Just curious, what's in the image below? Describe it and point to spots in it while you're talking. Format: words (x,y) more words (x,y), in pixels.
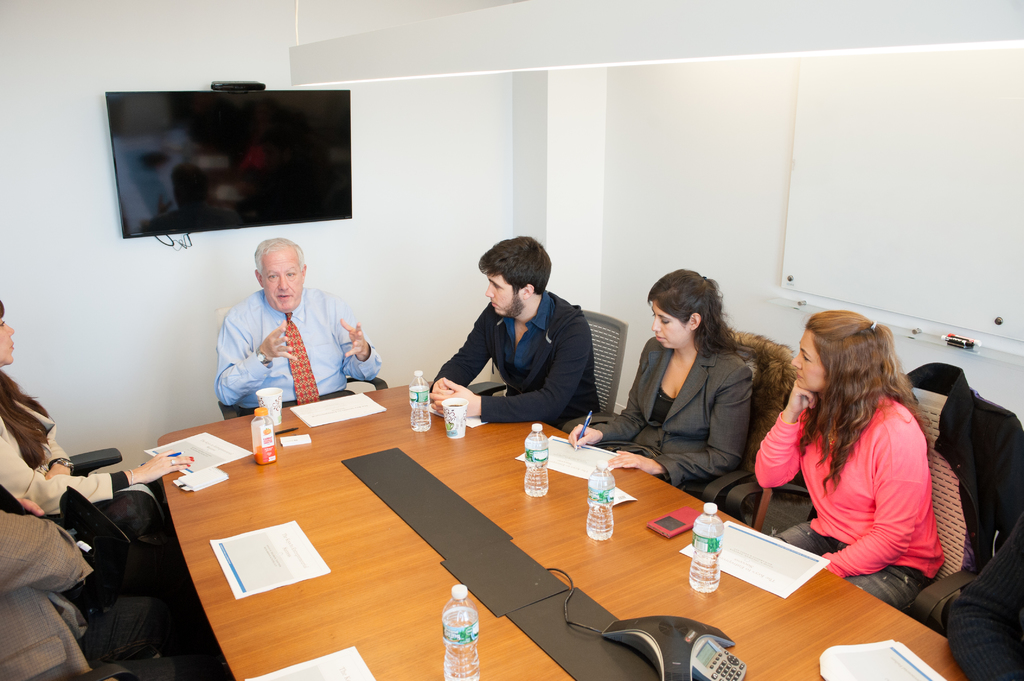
In this image there are people (95,480) sitting and we can see a table (302,470) and there are bottles (701,563), papers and a telephone (669,640) placed on the table (334,472). In the background (222,269) there is a wall (374,236) and we can see a screen (247,218) placed on the wall (331,243).
